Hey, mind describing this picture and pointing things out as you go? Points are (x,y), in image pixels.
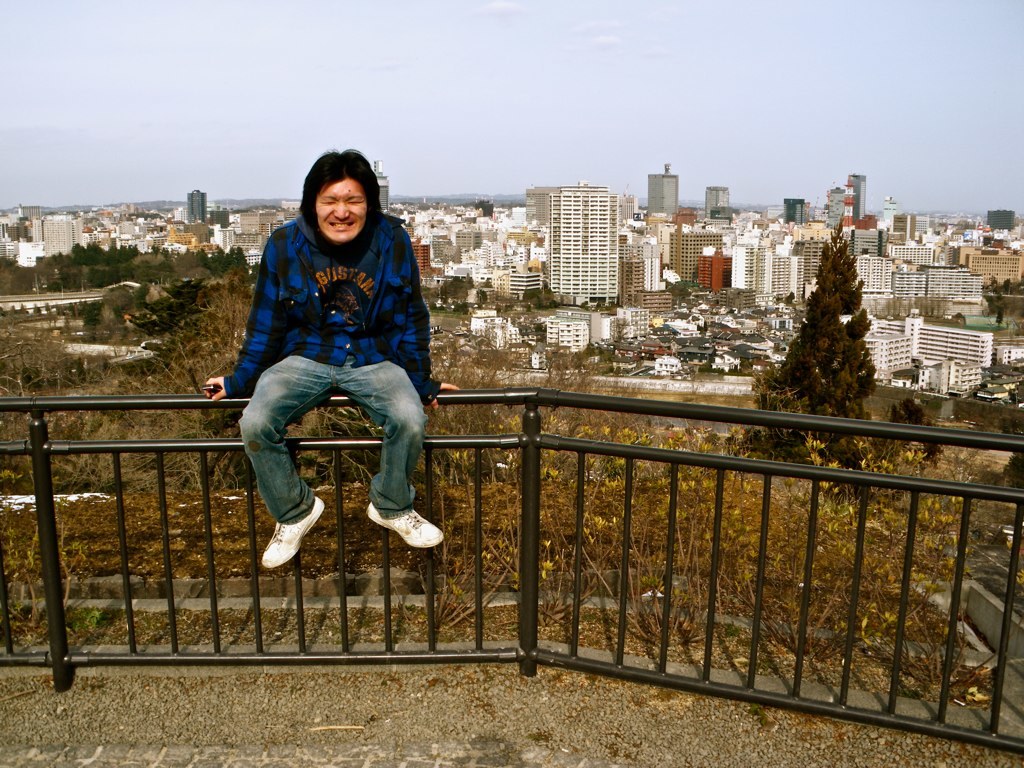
In this image I can see the person (353,207) sitting on the railing (255,537). The person (404,273) is wearing blue and black color dress (398,273). In the background (1006,285) I can see few trees (848,342) in green color, buildings (421,223) in white, gray and brown color and the sky (437,59) is in white color.
